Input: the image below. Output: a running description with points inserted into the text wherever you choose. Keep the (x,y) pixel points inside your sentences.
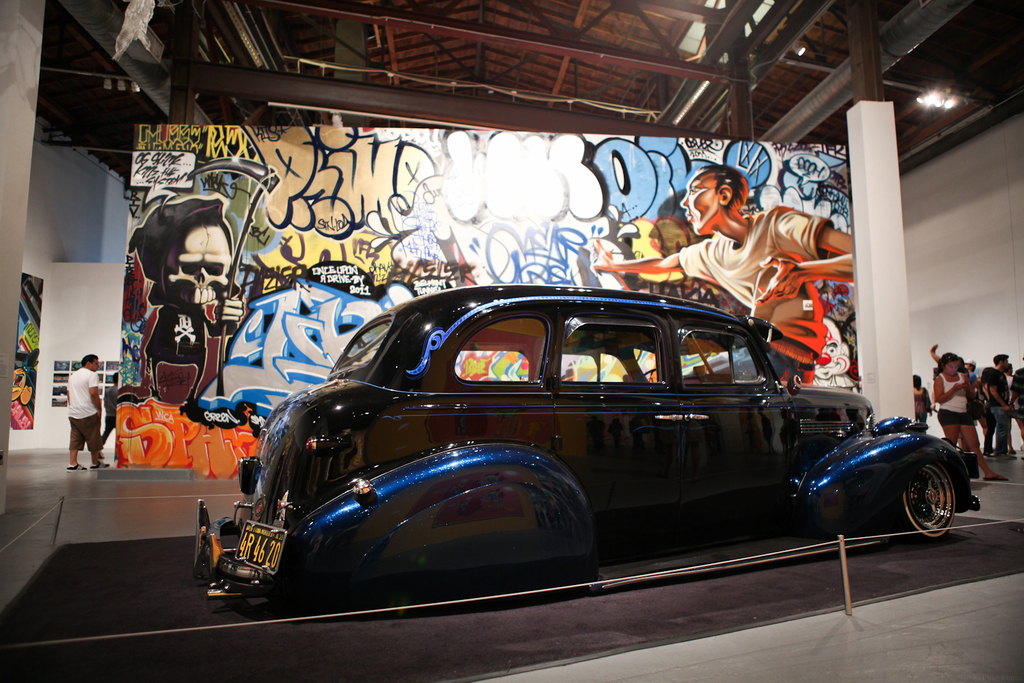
In this image I can see a car (486,439) which is black in color on the ground (565,601). I can see a huge wall (318,306) with painting (348,253) on it, few persons (994,415) standing on the ground (617,591), a white colored pillar (890,366), the ceiling (632,7), few lights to the ceiling (606,52) and the white colored wall (962,155).
